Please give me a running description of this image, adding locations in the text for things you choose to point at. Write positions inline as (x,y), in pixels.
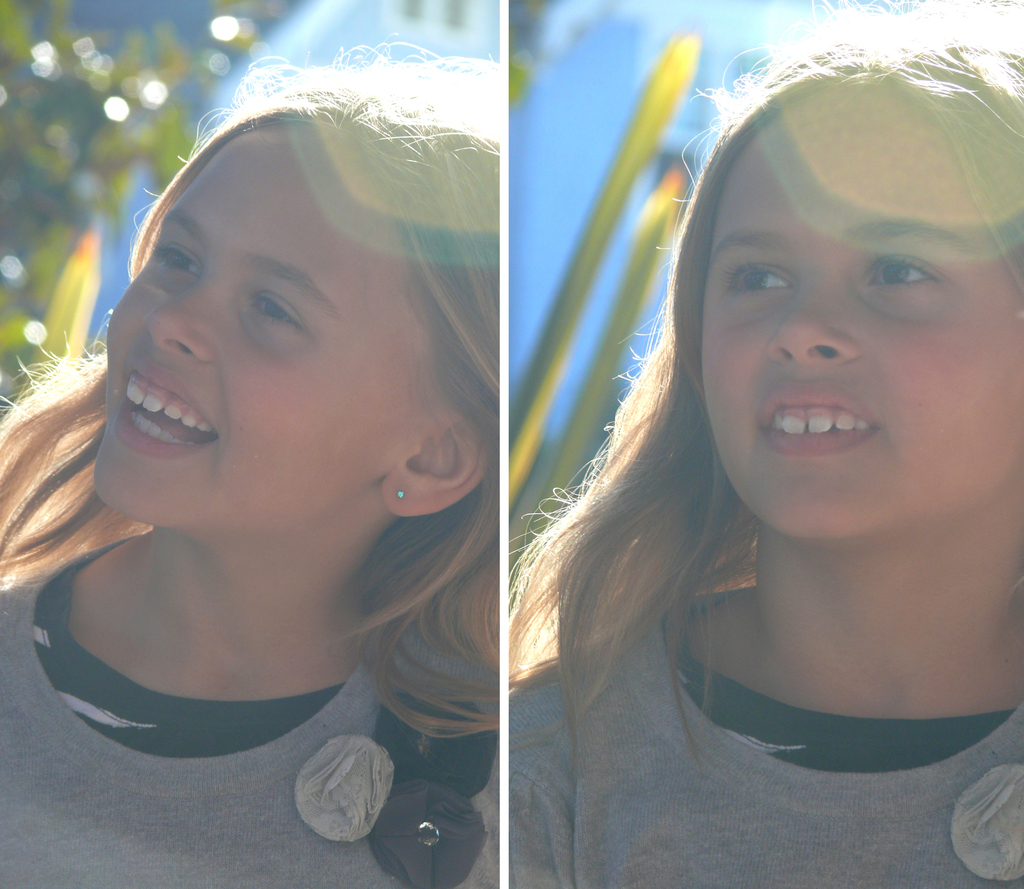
This is a collage image in which there is a girl (917,364).
